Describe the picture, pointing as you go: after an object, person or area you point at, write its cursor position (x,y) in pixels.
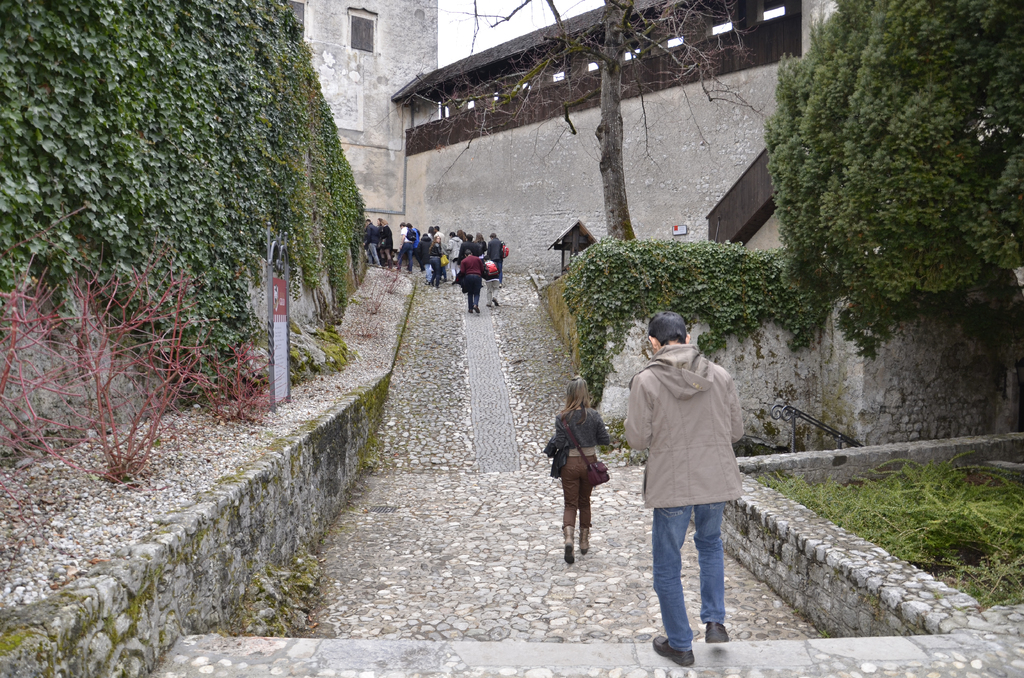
In this image we can see persons (434,238) walking on the walking path (445,380), creepers (275,229), trees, plants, building (368,153), shed (476,84) and sky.
